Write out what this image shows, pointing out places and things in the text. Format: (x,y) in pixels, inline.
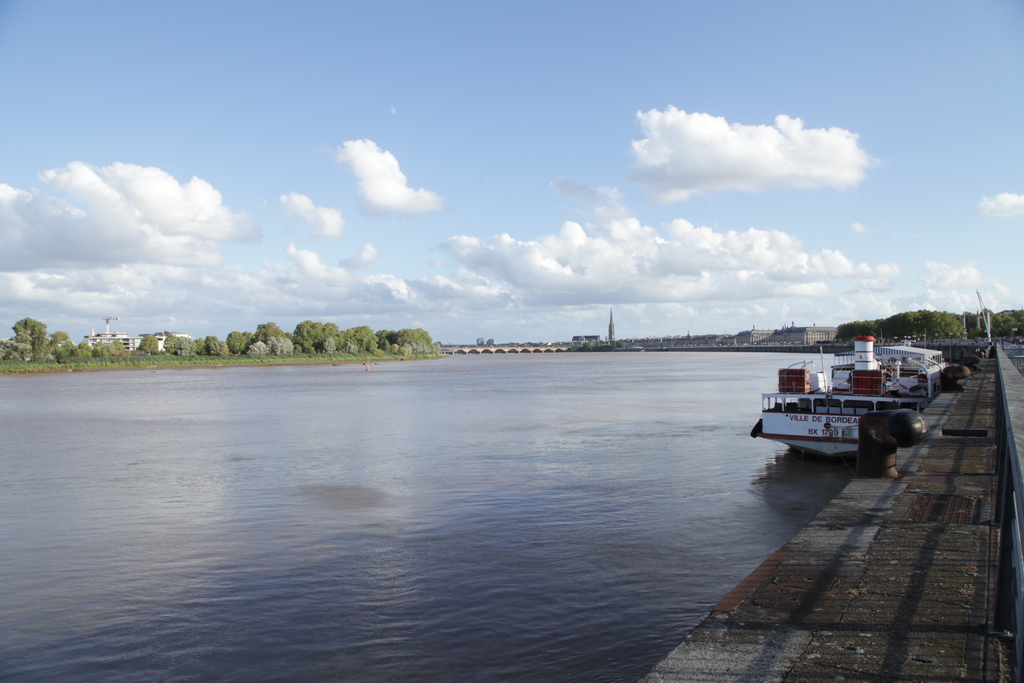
In this picture we can see pipes (899,420) on the platform (972,387) and boat (824,430) above the water (369,476). In the background of the image (404,336) we can see trees (57,342), bridge (487,349), buildings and sky (453,305) with clouds (522,246).
